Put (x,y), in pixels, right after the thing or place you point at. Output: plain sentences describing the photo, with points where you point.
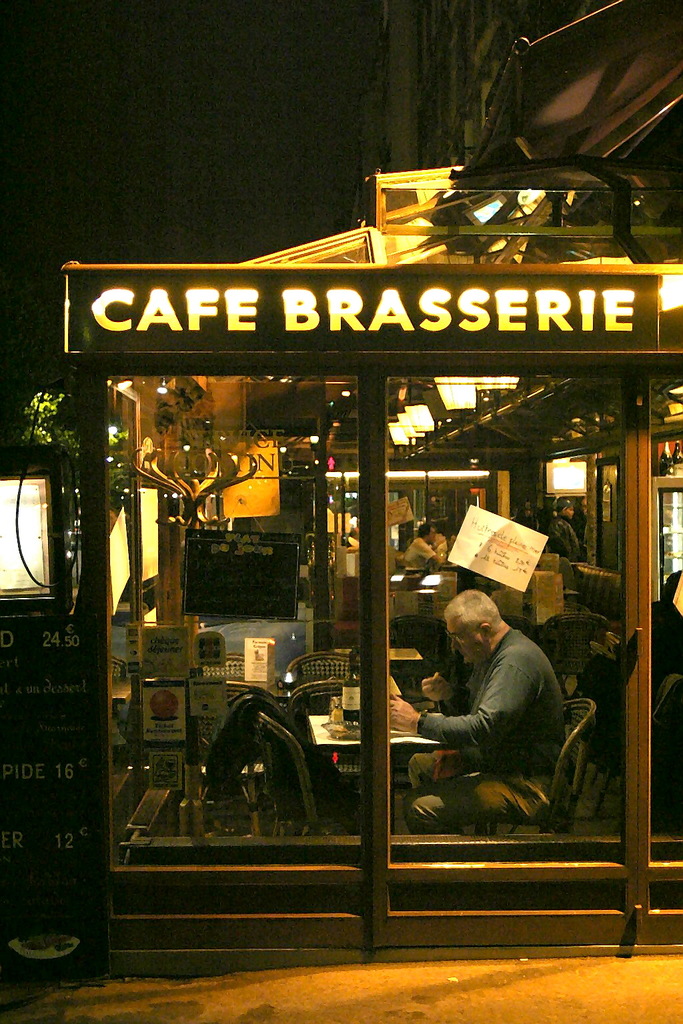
In the foreground of this picture (232,428), there is a cafe brasserie (215,494). In the cafe (436,407), there are chairs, persons (467,742), tables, bottles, and lights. In the background (304,157), there is a wall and the sky (180,153) is dark.
